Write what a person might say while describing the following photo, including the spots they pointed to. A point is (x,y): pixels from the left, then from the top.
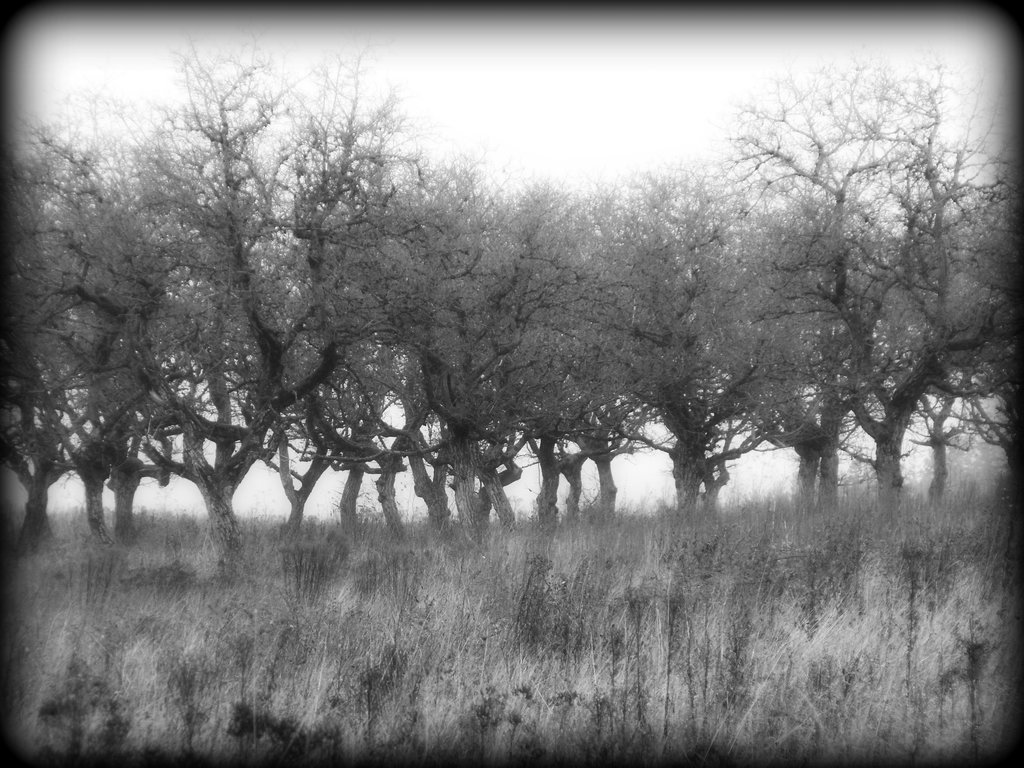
This is a black and white image. In this image we can see trees (653,385), lawn straw (237,590) and sky (779,133).
